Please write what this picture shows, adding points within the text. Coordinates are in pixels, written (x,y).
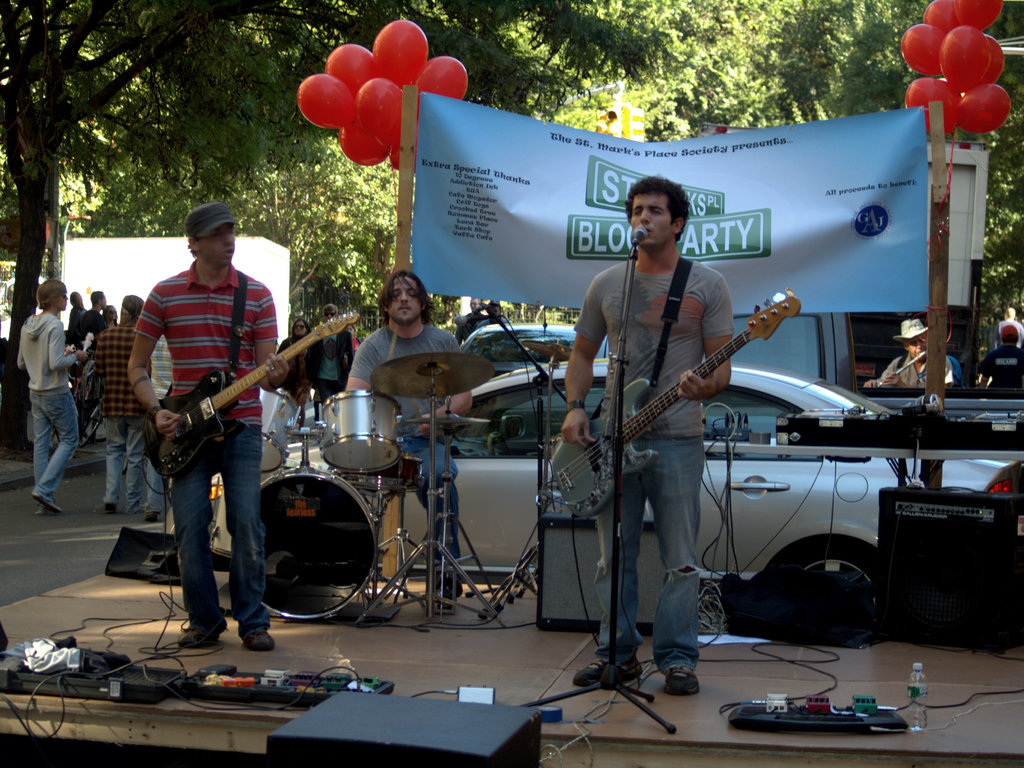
In this image i can see few people (245,366) holding musical instruments (646,419) in their hands (438,410). In the background (390,130) i can see few balloons (353,103), a banner (785,178), few vehicles (702,450), trees (562,82) and few people (40,381) walking.
